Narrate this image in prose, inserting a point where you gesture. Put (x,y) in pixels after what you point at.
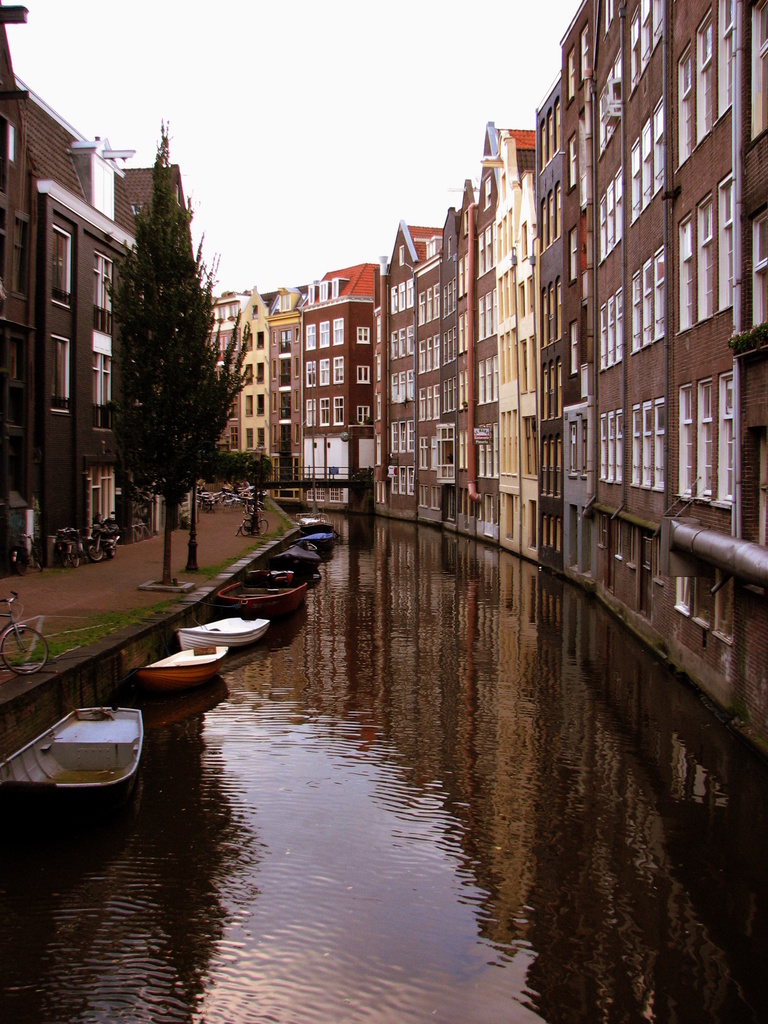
In this image we can see buildings (374,333), walls (82,382), windows (109,381), trees (169,414), vehicles (23,553) and walkway (86,601). Here there are few boats (121,802) are above the water (298,708). At the top of the image (328,125) there is the sky (328,125).
